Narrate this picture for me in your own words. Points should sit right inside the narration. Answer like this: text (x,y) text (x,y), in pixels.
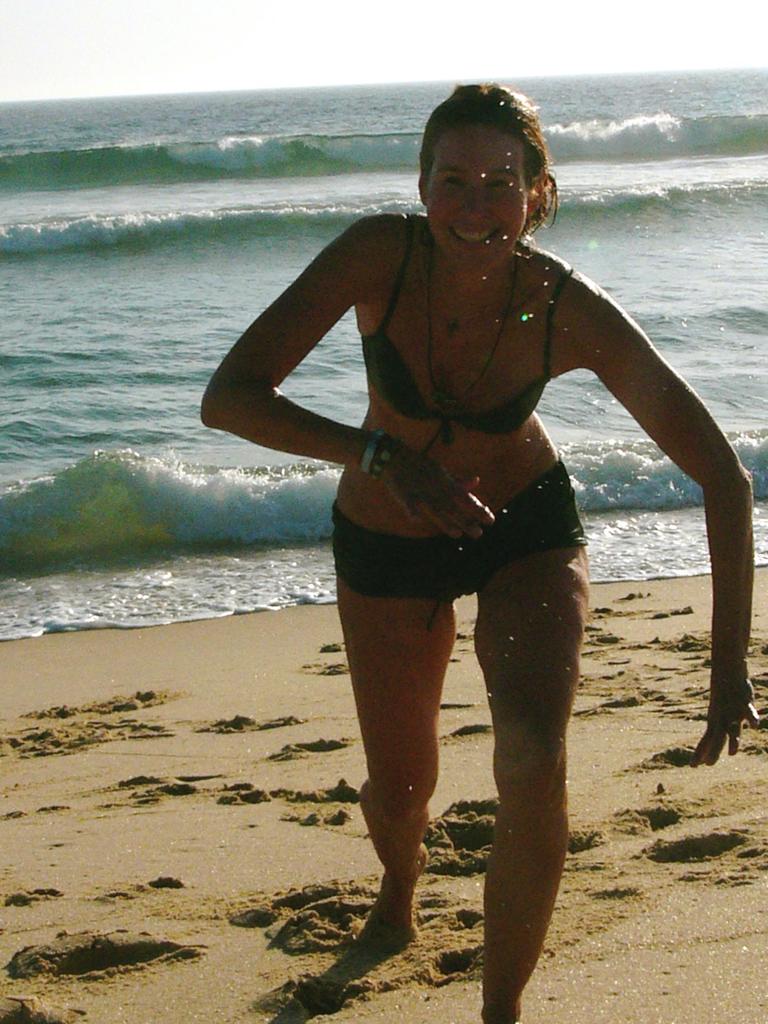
In this image there is a lady (560,515) standing at the seashore (582,473) on the beach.
